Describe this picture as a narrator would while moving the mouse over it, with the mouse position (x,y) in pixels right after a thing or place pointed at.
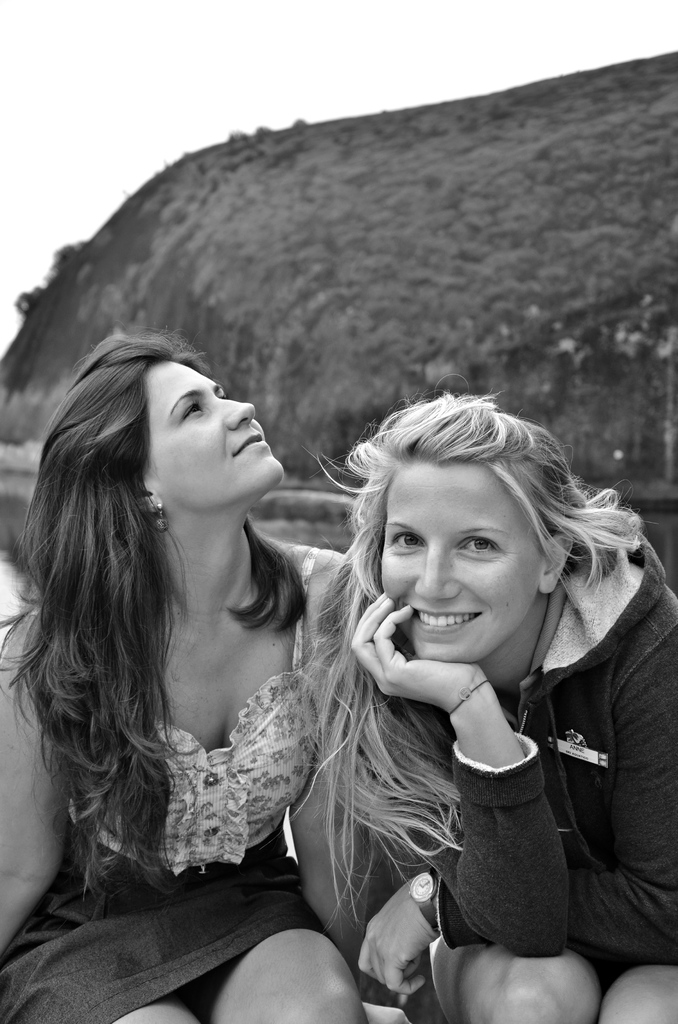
In this black and white image there are two women (280,674), behind them there is a river (308,536), mountain (345,206) and the sky (345,76).
